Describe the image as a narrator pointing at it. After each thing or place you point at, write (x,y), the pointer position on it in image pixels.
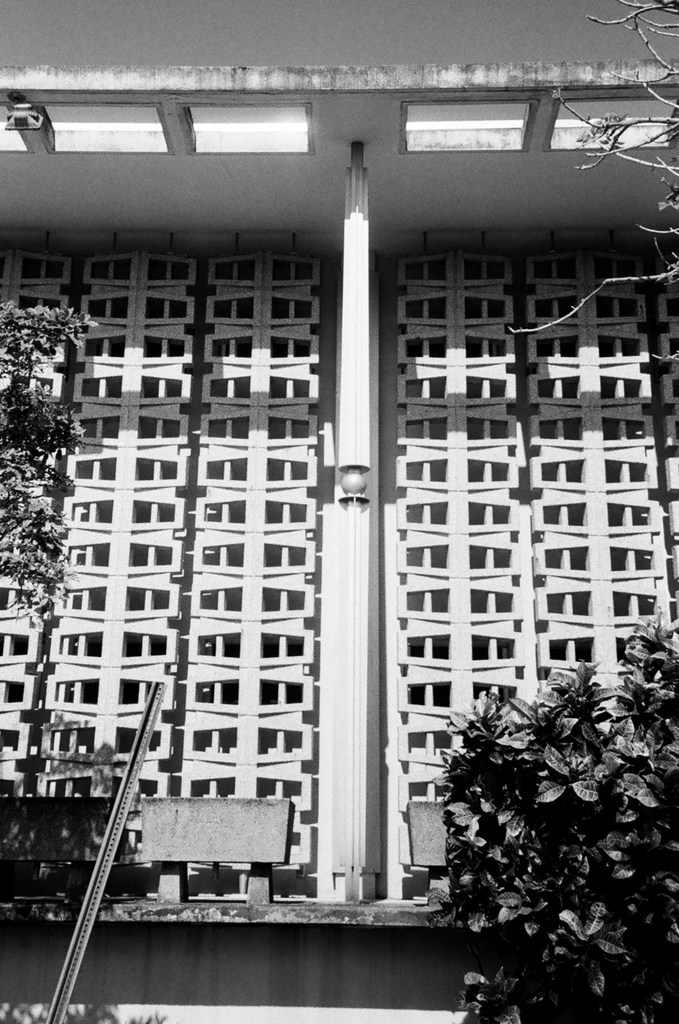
This image is a black and white image. This image is taken outdoors. In the middle of the image (272,503) there is a building (335,634) with walls (292,673), a pillar (368,610), roof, and openings (160,560). There are a few plants (553,855) and there are a few planters (50,825).
